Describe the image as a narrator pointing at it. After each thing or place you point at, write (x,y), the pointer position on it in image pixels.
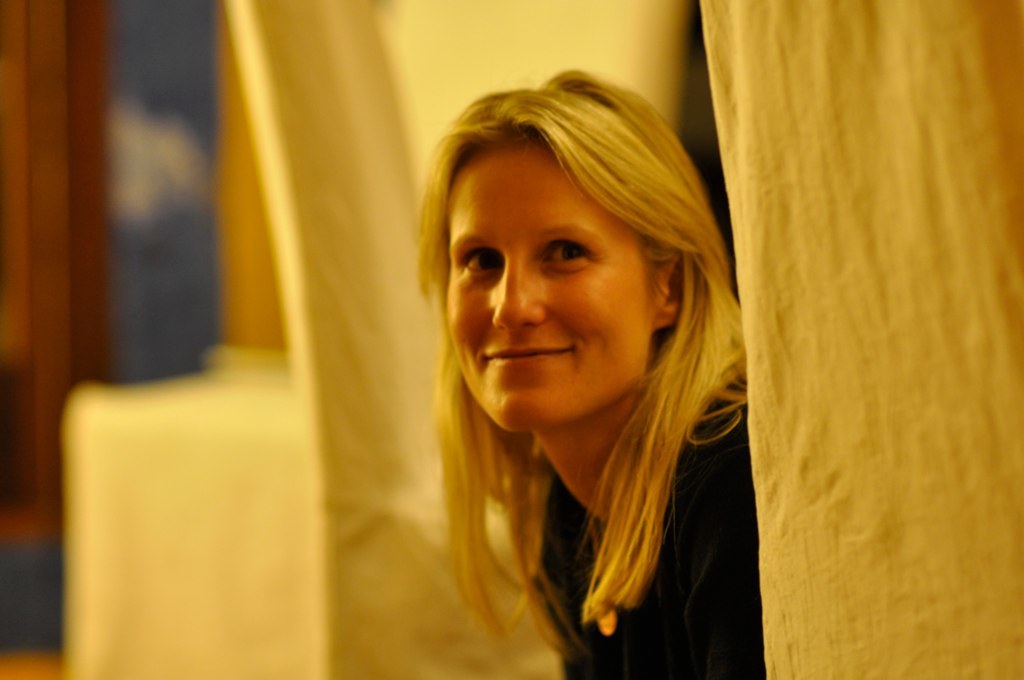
In this image I can see the person (516,407) with the black color dress (706,593) and the person (520,377) is smiling. To the side of the person (737,377) I can see the cloth (862,374) and there is a blurred background (41,273).
